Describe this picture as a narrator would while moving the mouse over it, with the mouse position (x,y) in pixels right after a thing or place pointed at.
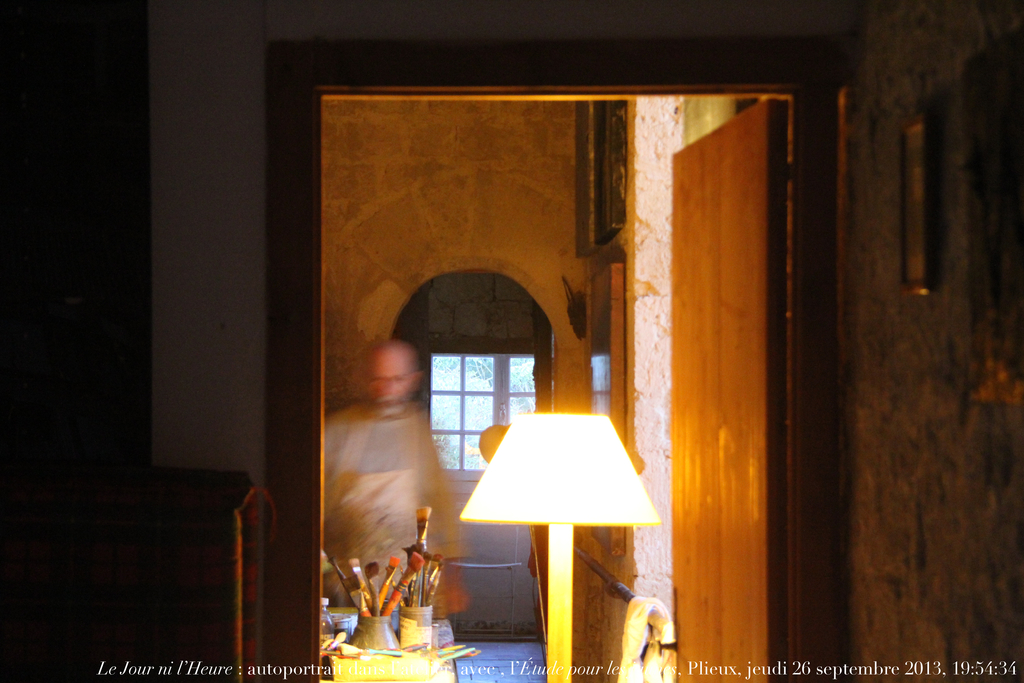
This looks like a wooden door (700,544). Here is a lamp (570,624). I can see a person (399,527) standing. This looks like a table (357,677) with the paint brushes (380,597) in a stand (382,642) and few other objects (394,654). In the background (511,404), I can see a window (494,396) with the glass doors (494,405). These are the frames (597,372), which are attached to the walls (643,366). On the left side of the image (228,609), that looks like an object (135,583). At the bottom of the image (130,674), I can see the watermark (102,671).
